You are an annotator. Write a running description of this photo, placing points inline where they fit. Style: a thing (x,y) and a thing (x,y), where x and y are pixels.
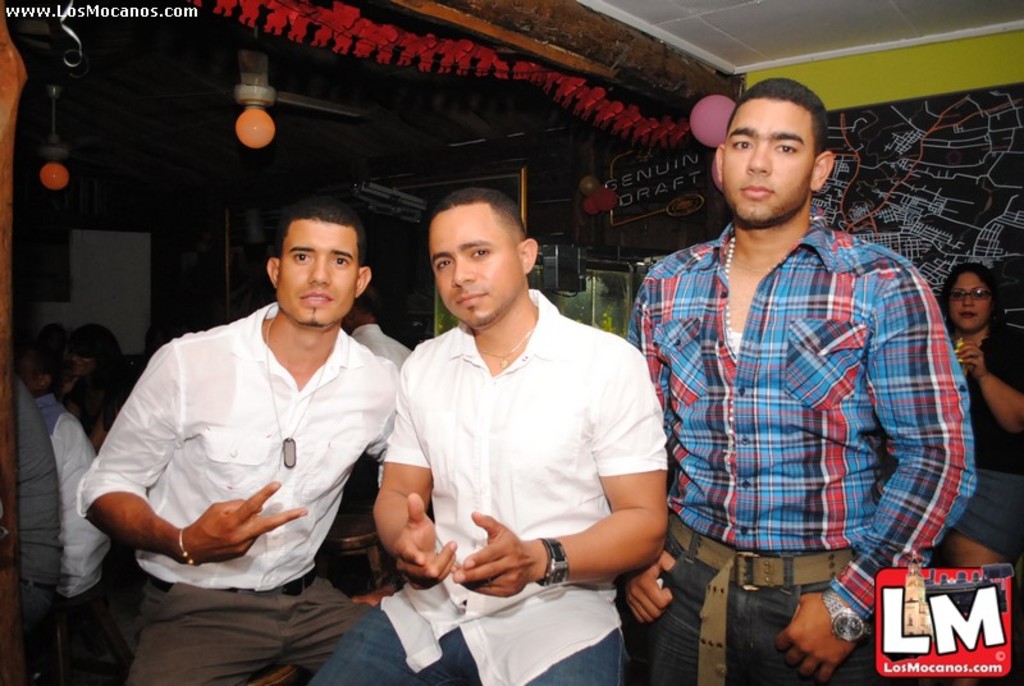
In this image I can see 3 men (334,305) in front (580,392). One of them is wearing a white shirt (152,451) and a brown pant (268,636) and another one is wearing white shirt (589,406) and a blue jeans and the last one is wearing red and blue striped shirt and a black jeans (671,545). In the background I can see bit of decoration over here and there is woman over here and few people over here.
